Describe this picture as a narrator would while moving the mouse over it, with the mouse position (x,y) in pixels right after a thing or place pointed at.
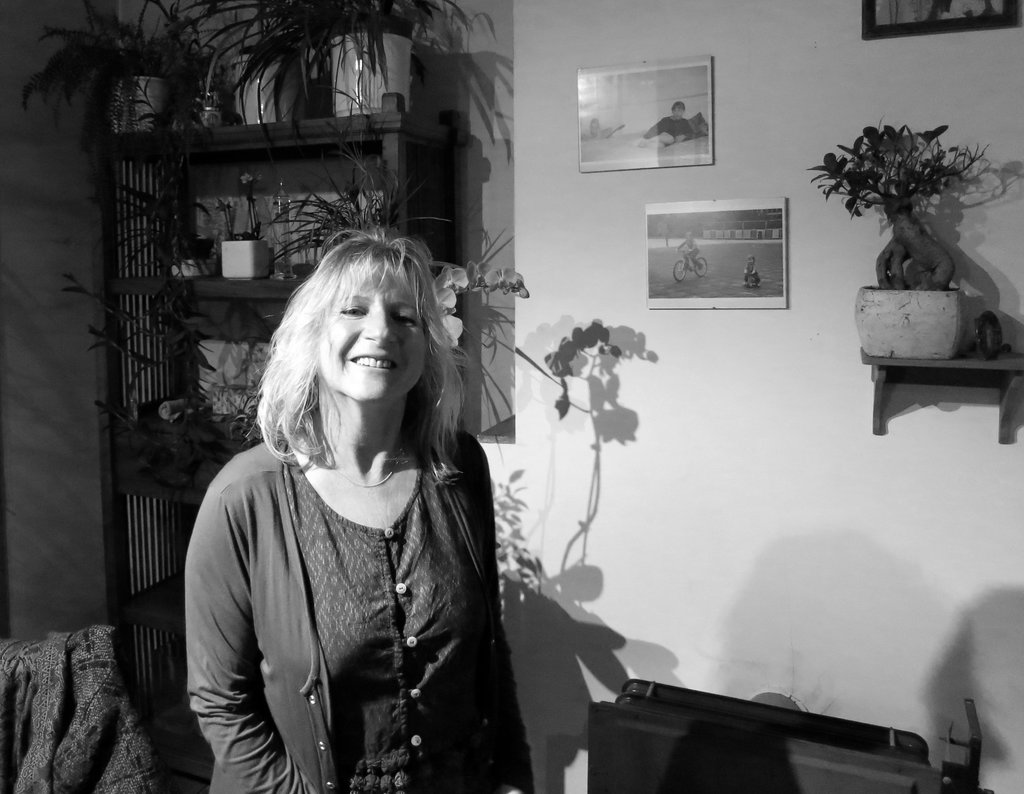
In this image we can see a woman (292,597) wearing black color dress (345,571) standing and in the background of the image (195,385) we can see some plants (246,232) which are arranged in the shelves (237,337) and there are some paintings (699,99) attached to the wall (590,255).
